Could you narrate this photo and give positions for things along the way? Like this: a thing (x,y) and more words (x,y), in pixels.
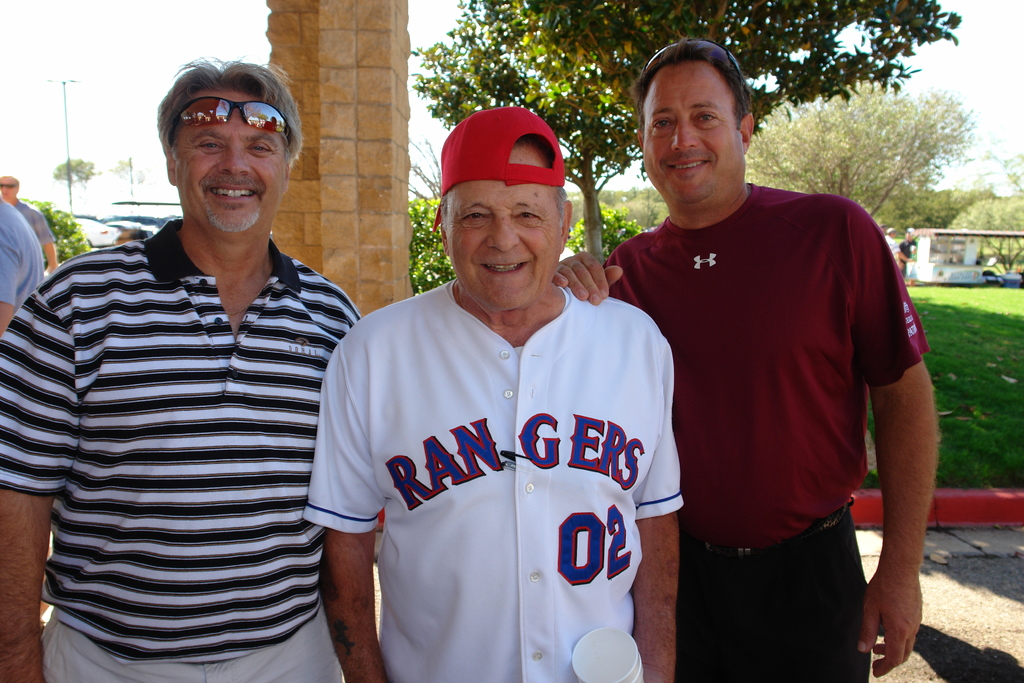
In this image there is a person (404,487) wearing a cap (477,148). Beside him there is a person (744,394) wearing a red top (712,363). Left side (115,398) there is a person (168,311) having goggles (259,112). Behind him there are people (37,251). Right side (957,276) there is a vehicle (977,273). Right side (907,263) there are people (896,253) on the grassland (936,306). Middle of the image (374,266) there is a pillar (371,161). Behind there are plants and trees (502,25). Top of the image (130,74) there is sky (142,83). Left side (65,155) there is a pole (67,136).
